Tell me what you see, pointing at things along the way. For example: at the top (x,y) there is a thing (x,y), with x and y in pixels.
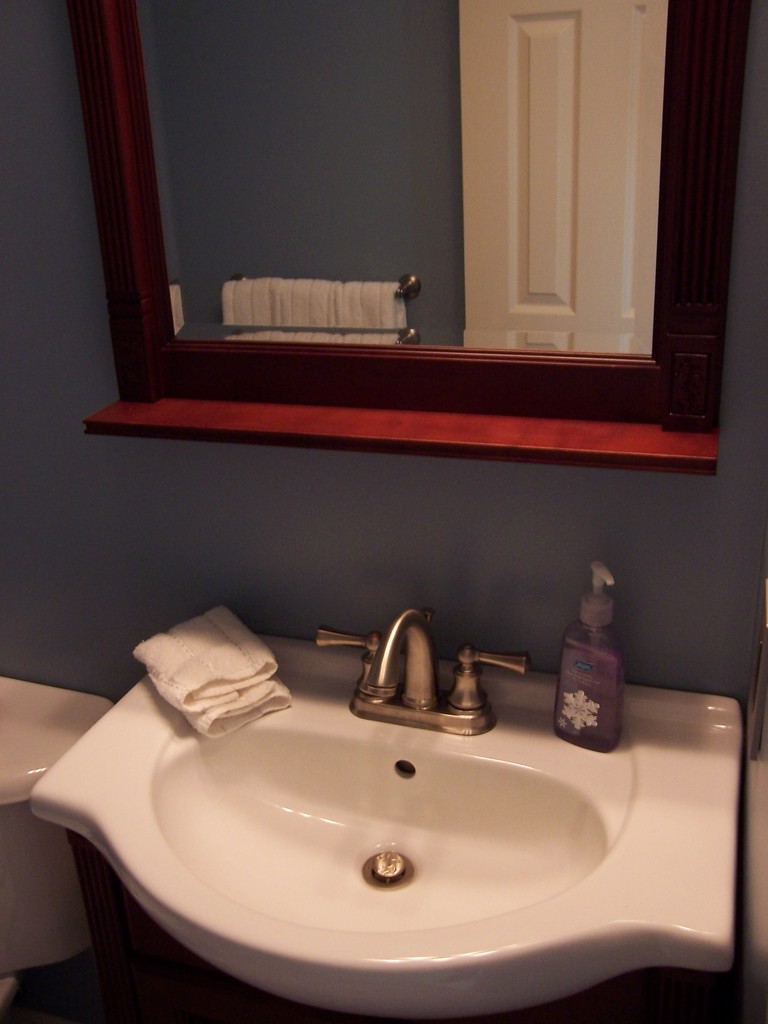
In this image there is a sink (352,767) in the middle (308,649). Above the sink (365,785) there is a mirror (386,181). There is a towel (195,647) on the left side (180,647) and a bottle (594,664) on the right side (603,667) on the sink (389,746).
